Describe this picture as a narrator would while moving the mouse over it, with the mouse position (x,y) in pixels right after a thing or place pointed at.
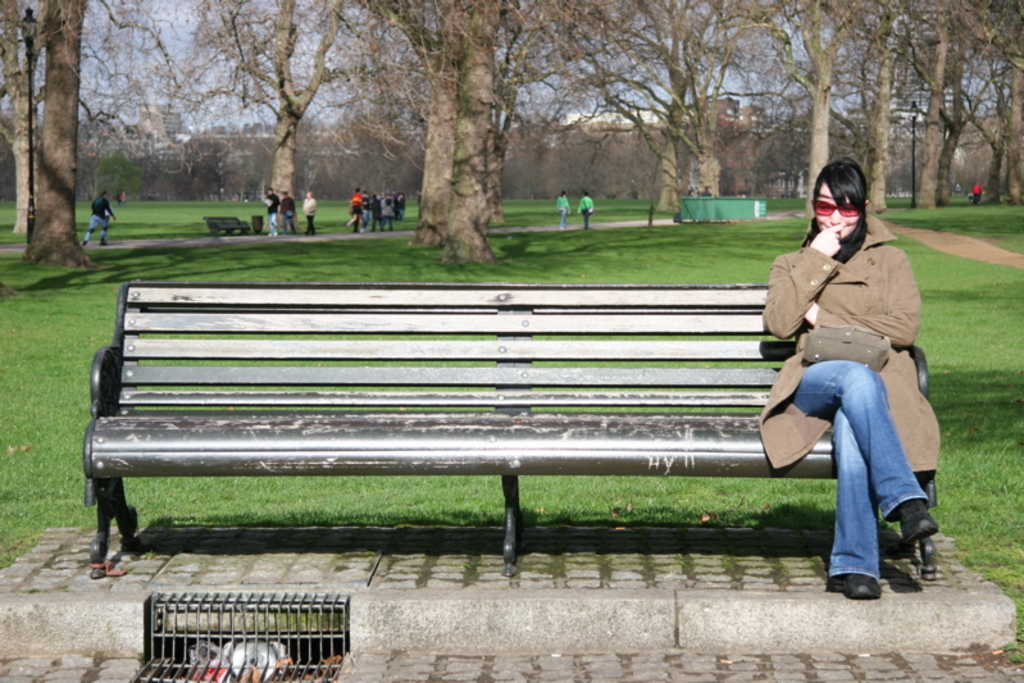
Far there are number of bare trees (416,36). Few people (380,195) are standing on a grass (379,254). This are 2 benches (531,381). On this bench (673,392) a woman (849,196) is sitting, she wore goggles (845,209), jacket (853,277) and holds bag (873,342).
